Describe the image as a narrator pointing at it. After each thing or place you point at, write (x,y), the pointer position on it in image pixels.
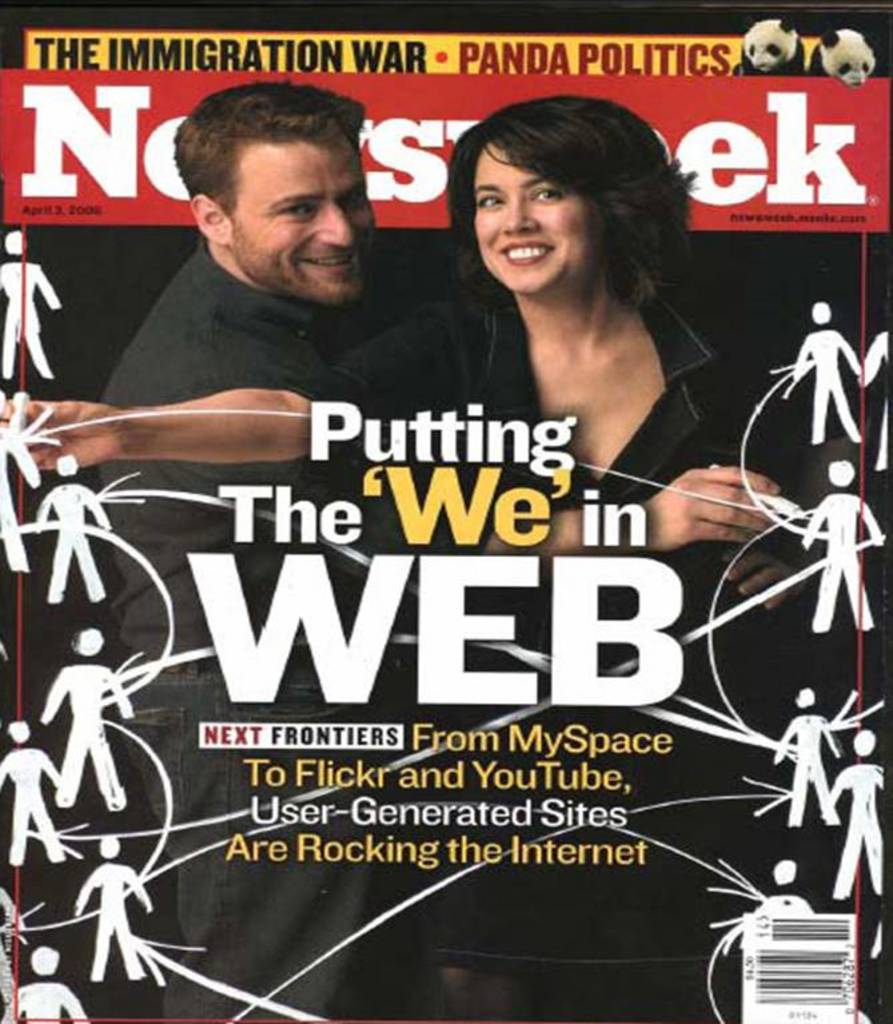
This looks like a poster. In this poster, I can see the man (347,282) and woman (618,341) smiling. These are the letters (468,580). I think this is a barcode (781,933). I can see the design (38,1004) on the poster.
